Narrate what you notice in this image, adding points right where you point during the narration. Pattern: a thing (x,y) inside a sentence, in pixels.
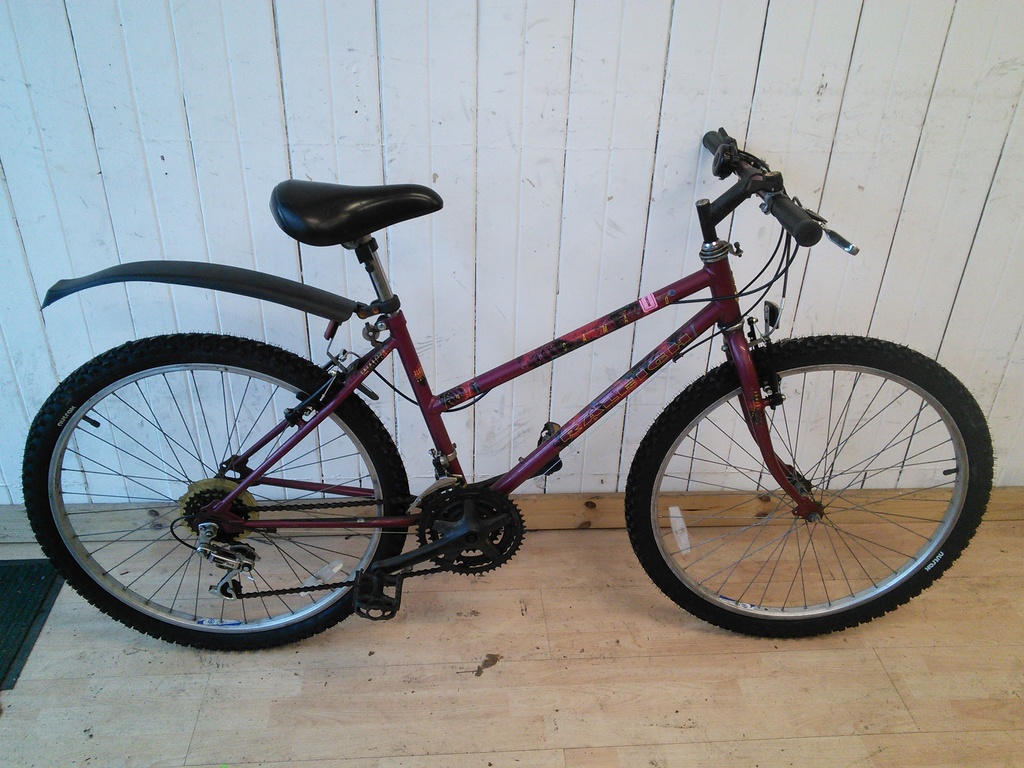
In this image there is a cycle (276,430) parked on the wooden surface (428,691). In the background (424,112) there is a wooden wall (415,98).
